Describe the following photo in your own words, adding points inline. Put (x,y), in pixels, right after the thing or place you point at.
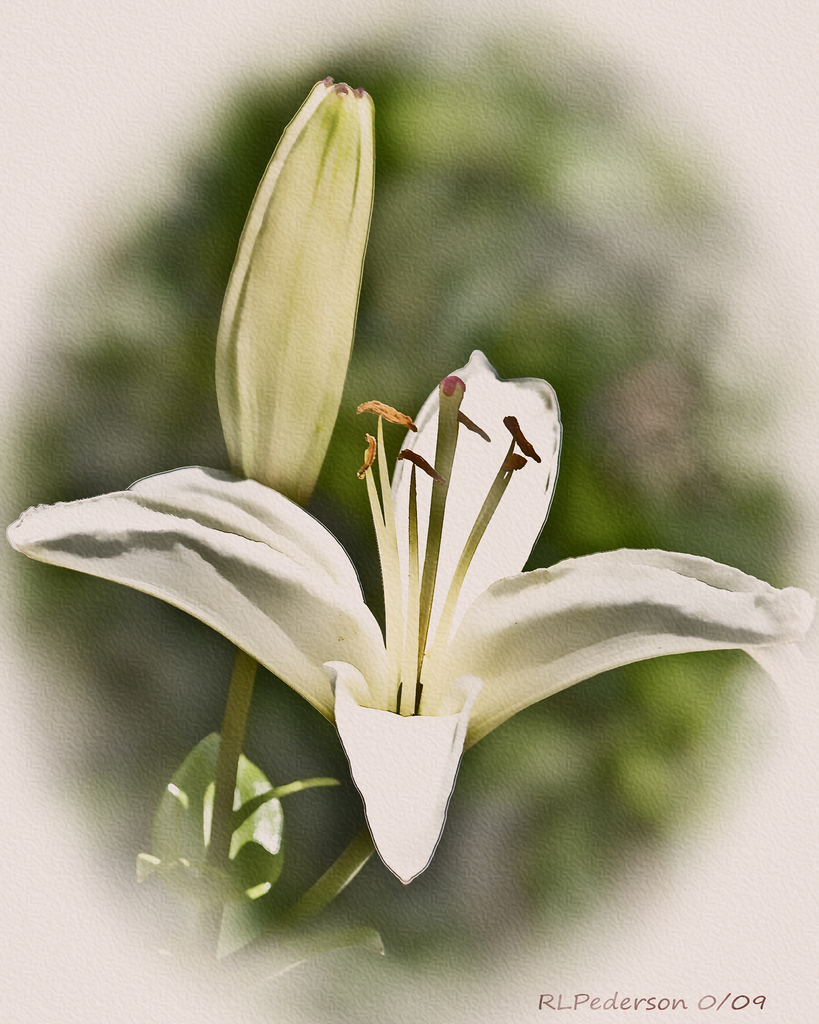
As we can see in the image there is painting (487,424) of flowers (446,426) and plant (234,737).
